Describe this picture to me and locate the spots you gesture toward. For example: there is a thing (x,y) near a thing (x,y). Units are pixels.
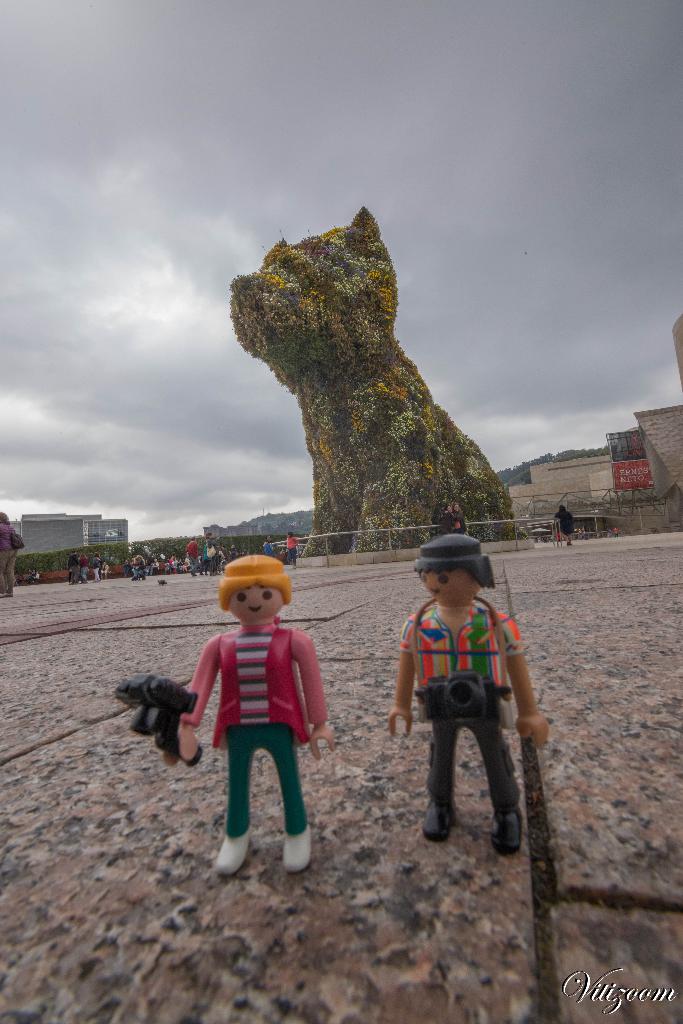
In the picture we can see a path (423,877) with a marble tiles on it we can see two dolls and far from it we can see some people (295,563) are standing on the path (569,850) and beside it we can see a railing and behind it we can see a flower covered animal sculpture (326,509) and in the background (249,517) we can see some buildings (597,469), hills (509,479) and sky (197,444) with clouds (174,326).
